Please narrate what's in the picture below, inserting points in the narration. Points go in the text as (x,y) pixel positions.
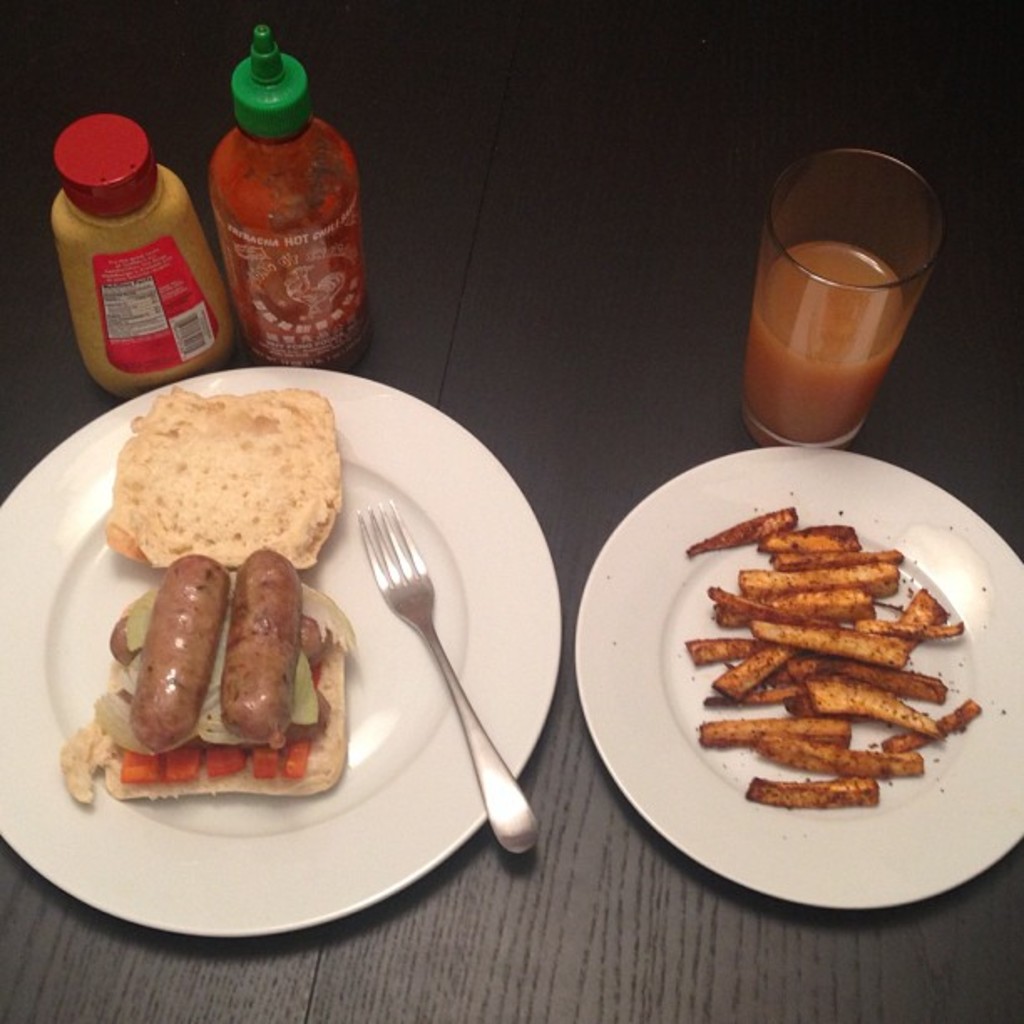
In this image we can see two plates (948,587) of food items (343,652) on the table (631,916). We can also see a fork (484,774), glass (832,316) of drink (779,319), sauce bottle (343,244) and also another bottle (176,192) on the left (141,233).
